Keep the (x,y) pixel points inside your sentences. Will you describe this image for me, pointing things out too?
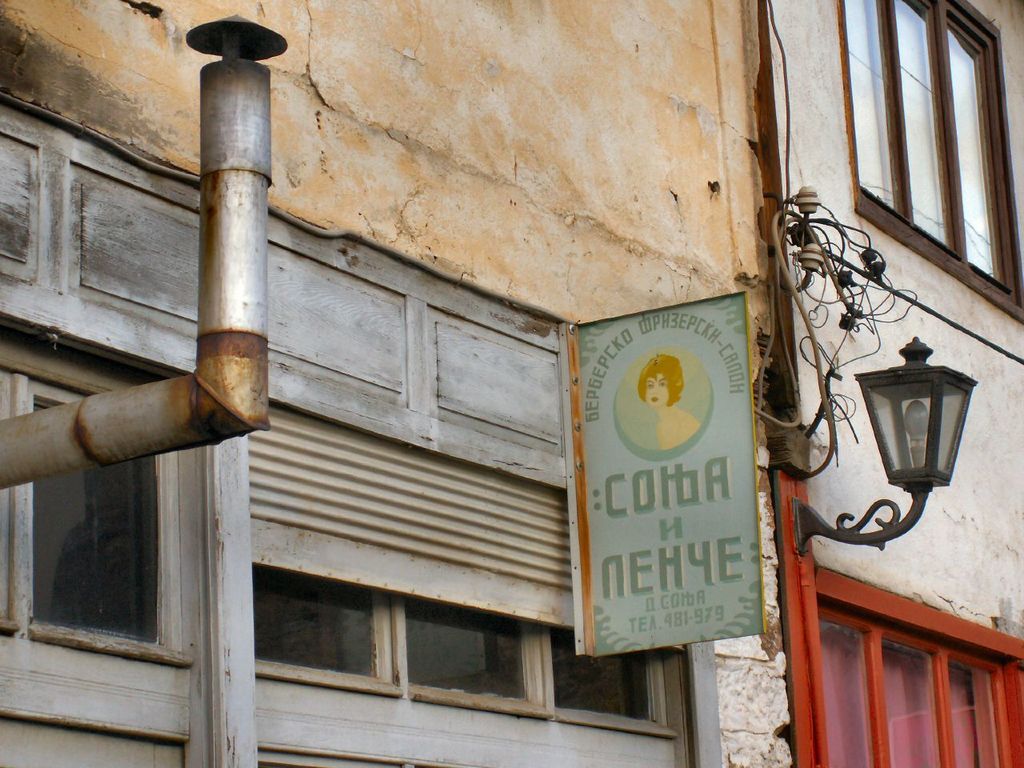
In the image we can see there is a hoarding (692,504) on the building (356,749) and there are windows (974,679) on the wall (999,577) of the building (802,479).
